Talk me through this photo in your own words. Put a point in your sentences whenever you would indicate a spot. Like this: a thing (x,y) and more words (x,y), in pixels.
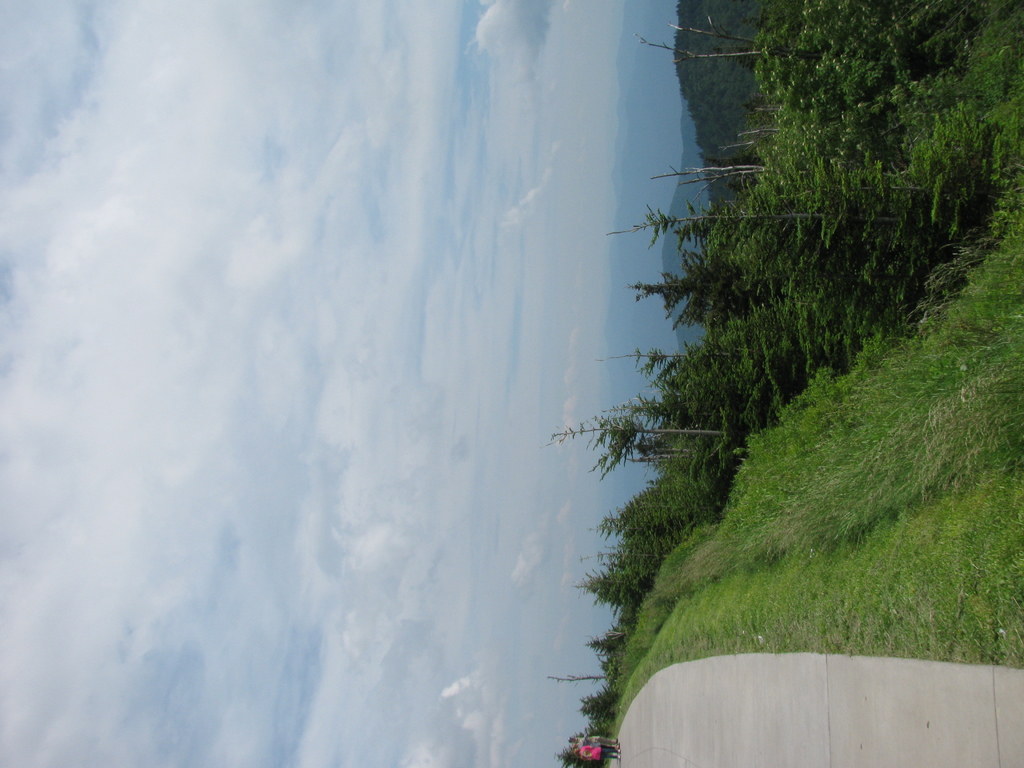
This image is taken outdoors. On the left side of the image (200,399) there is a sky (429,615) with clouds (488,468). At the bottom of the image (730,737) there is a road (694,725). A man (614,742) and a woman (575,754) are walking on the road (705,728). On the right side of the image (844,516) there are many trees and plants (925,551) on the ground (948,614).
